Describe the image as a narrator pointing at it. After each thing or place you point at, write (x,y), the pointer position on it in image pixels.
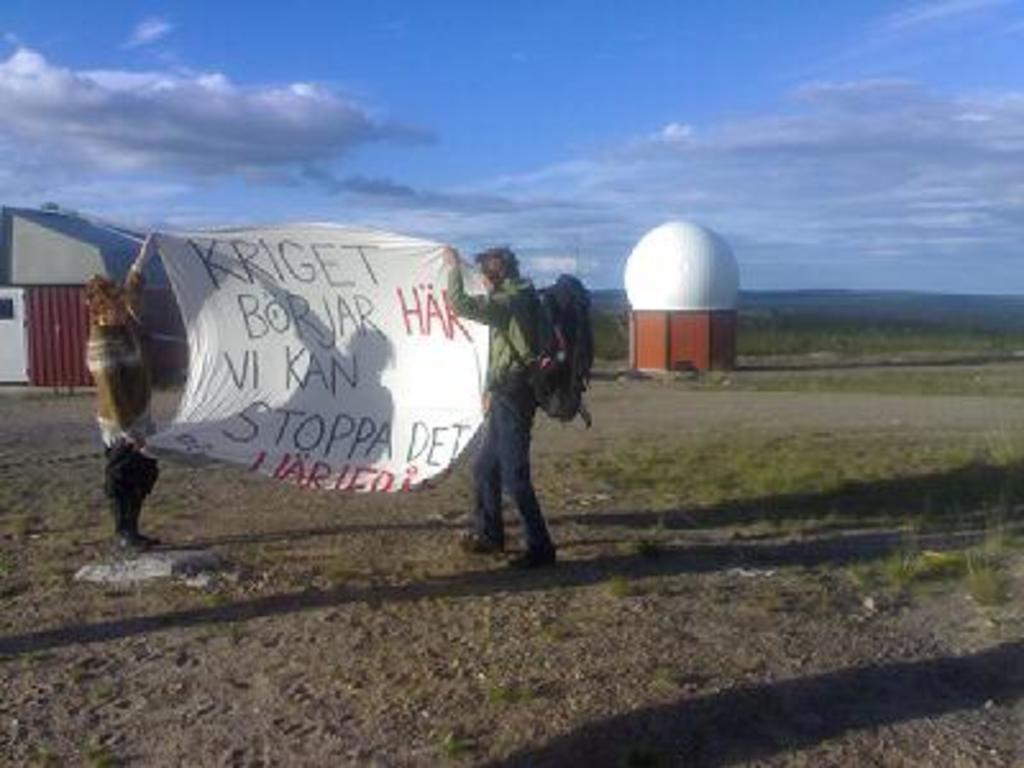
In this image we can see two persons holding a banner (235,251) and we can also see some text (287,374) on it. We can see house (53,370), grass (770,491) and sky (355,163).
